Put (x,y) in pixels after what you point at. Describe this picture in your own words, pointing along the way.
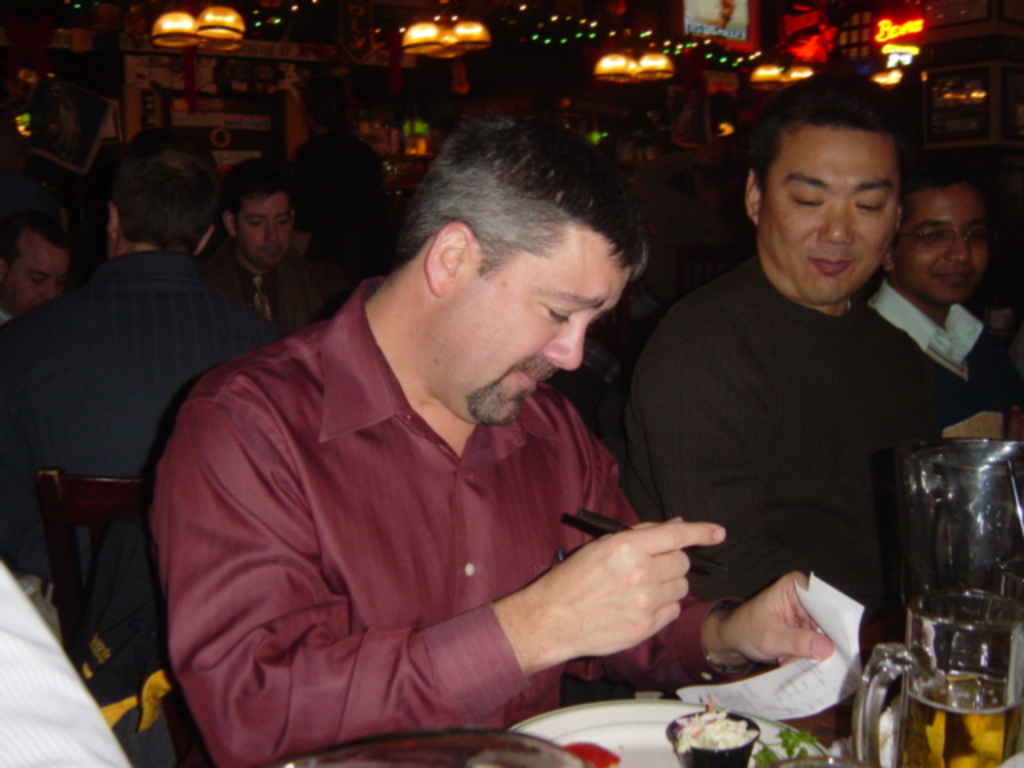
In this image I can see group of people (793,148) and I can see a plate (692,730) and food item (799,741) and a glass (897,668) contain a drink (940,755) at the bottom (1000,649), at the top (629,59) I can see lights (791,69).
